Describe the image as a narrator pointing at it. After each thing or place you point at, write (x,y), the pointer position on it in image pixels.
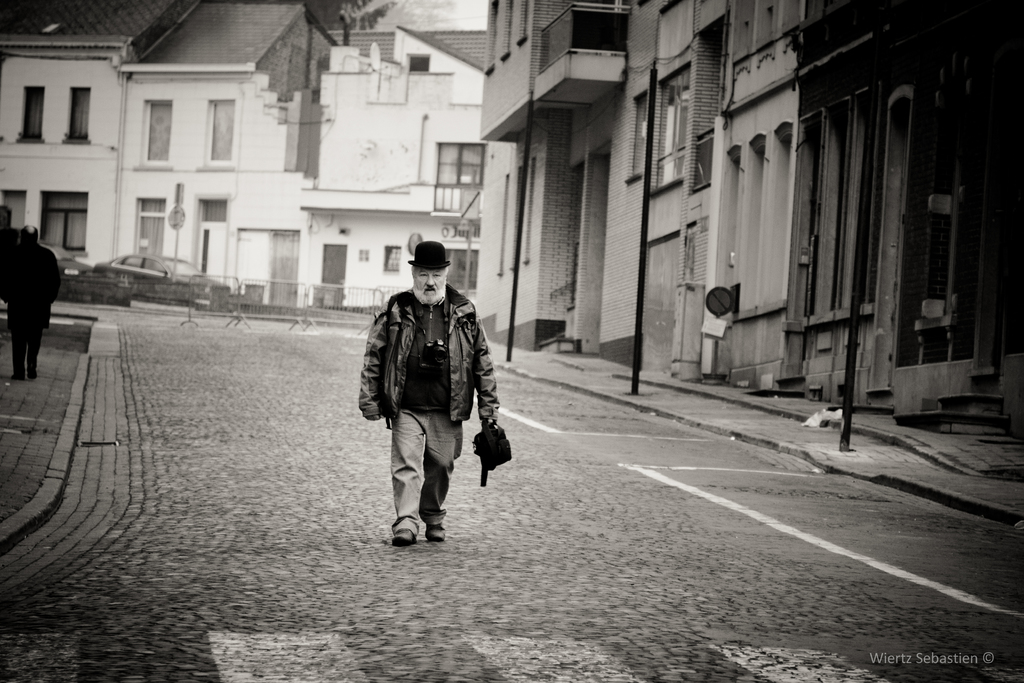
In the image in the center, we can see one person (493,392) walking on the road (543,462) and holding some objects (504,460). On the left side, we can see one more person (15,283) standing. In the background (284,117) we can see buildings (52,143), windows (906,117), poles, sign boards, trees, roof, wall (910,81) and fence (269,289).
